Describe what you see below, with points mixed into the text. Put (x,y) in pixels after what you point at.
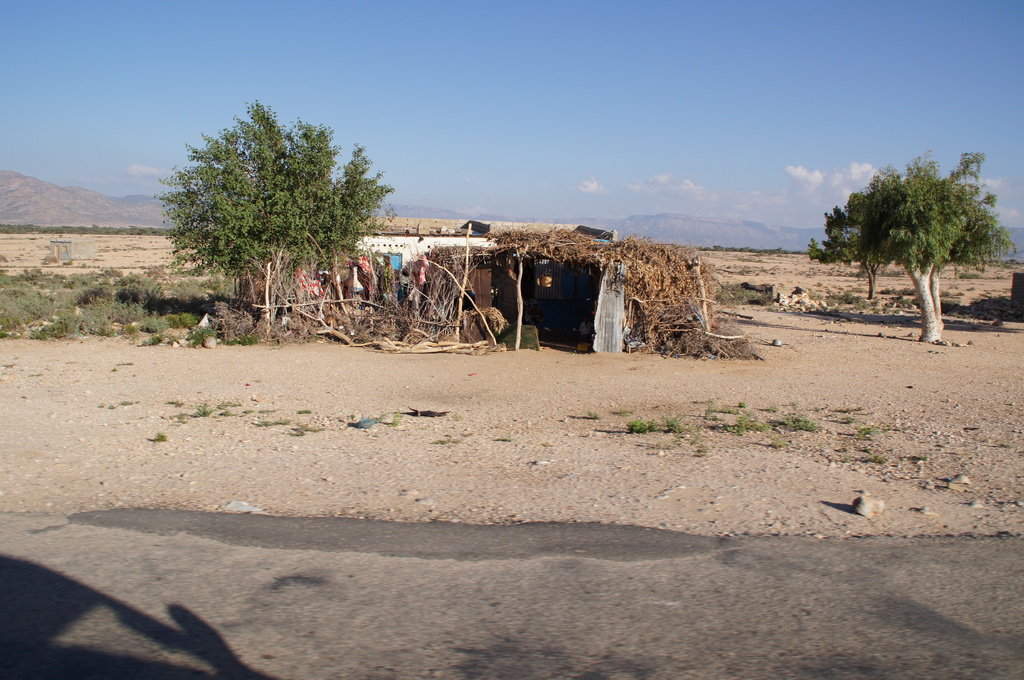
In this picture I can see couple of trees (842,251) and few plants (203,301) and hills (110,208) and i can see a hut (635,305) and a house (411,250) on the back (393,264) and a blue cloudy Sky (746,126).
